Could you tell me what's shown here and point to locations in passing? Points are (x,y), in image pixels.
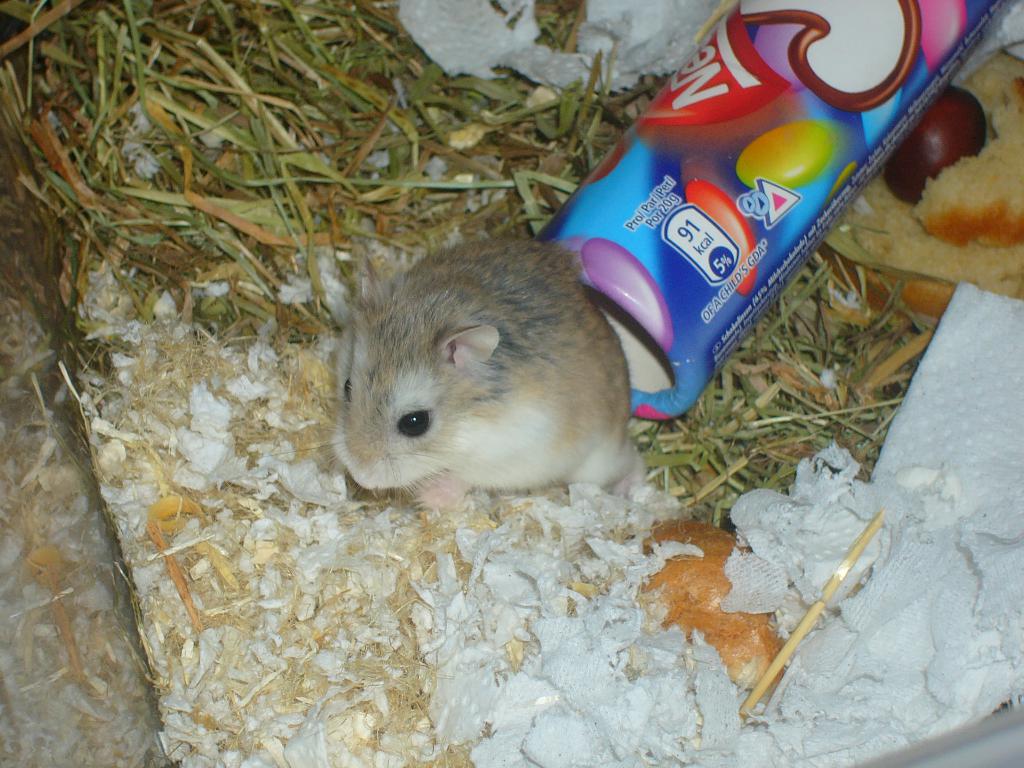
There is a hamster (407,383), tissue paper (955,504), grass (205,197) and other items (287,445).
